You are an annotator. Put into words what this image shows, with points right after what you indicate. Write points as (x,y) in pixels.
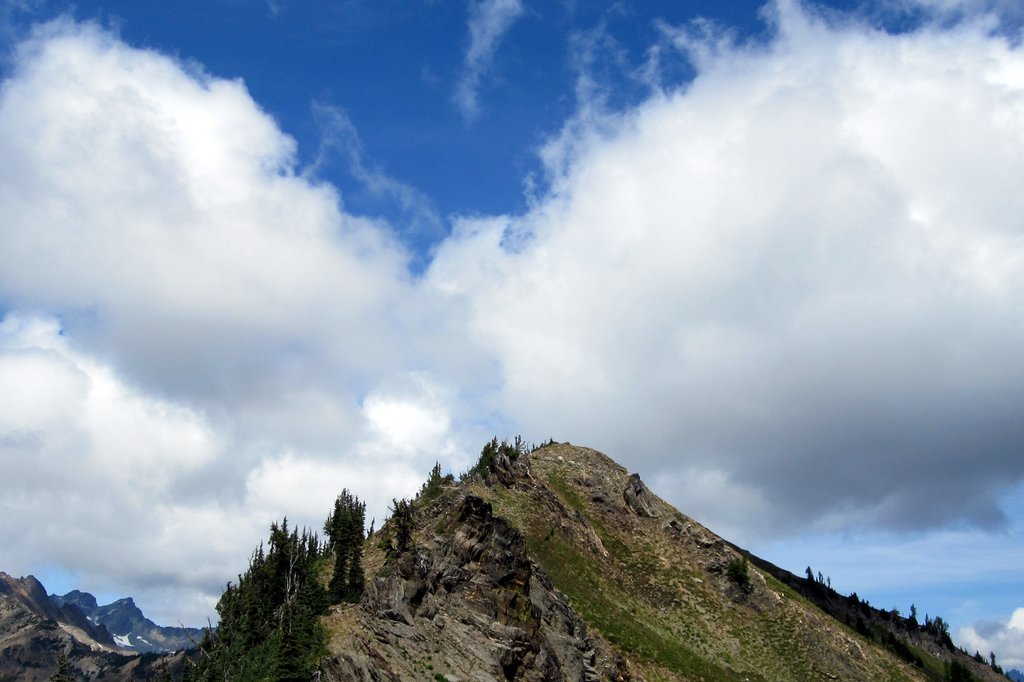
In this picture I can see the mountains (10,648) on which there are number of trees (335,577) and in the background (333,296) I can see the sky (513,254), which is a bit cloudy.
